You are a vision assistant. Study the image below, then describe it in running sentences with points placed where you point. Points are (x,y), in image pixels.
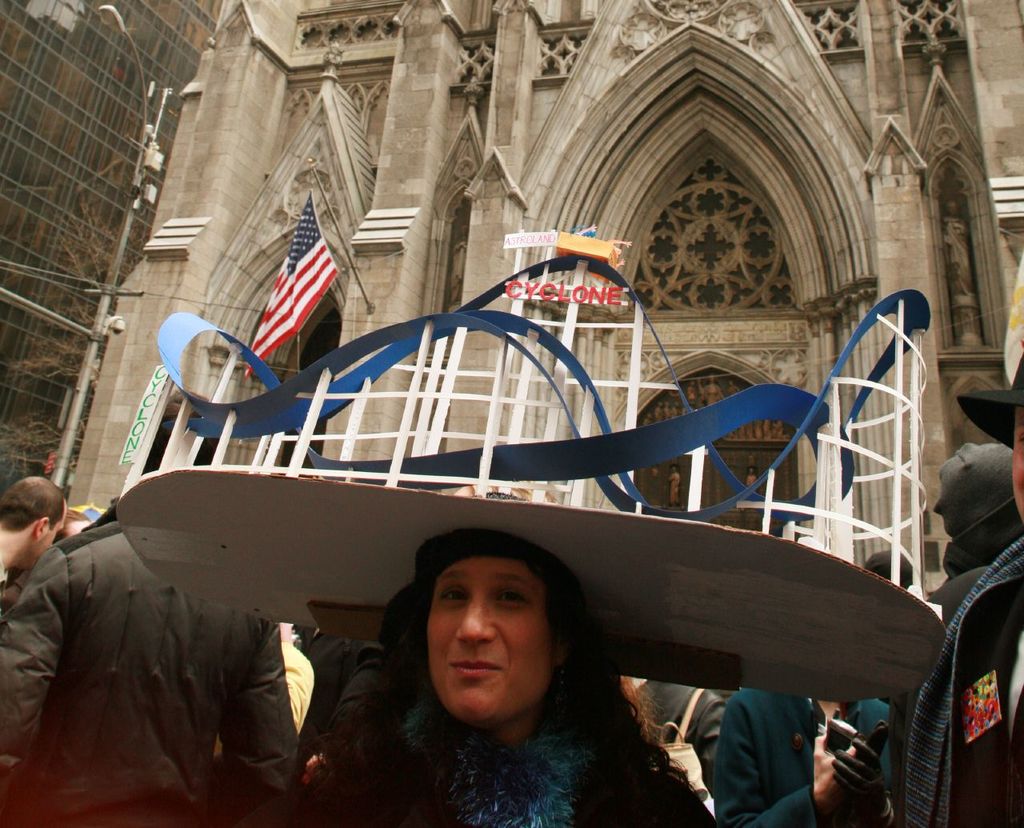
In this image I can see a woman (522,648) wearing blue and black colored dress (554,778) is standing and I can see a white colored object (299,511) on her head (505,701). In the background (240,617) I can see few other persons (1014,652) standing, few white and blue colored metal rods (302,383), a street light pole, a flag (310,213) and few buildings (375,111) which are cream in color.
